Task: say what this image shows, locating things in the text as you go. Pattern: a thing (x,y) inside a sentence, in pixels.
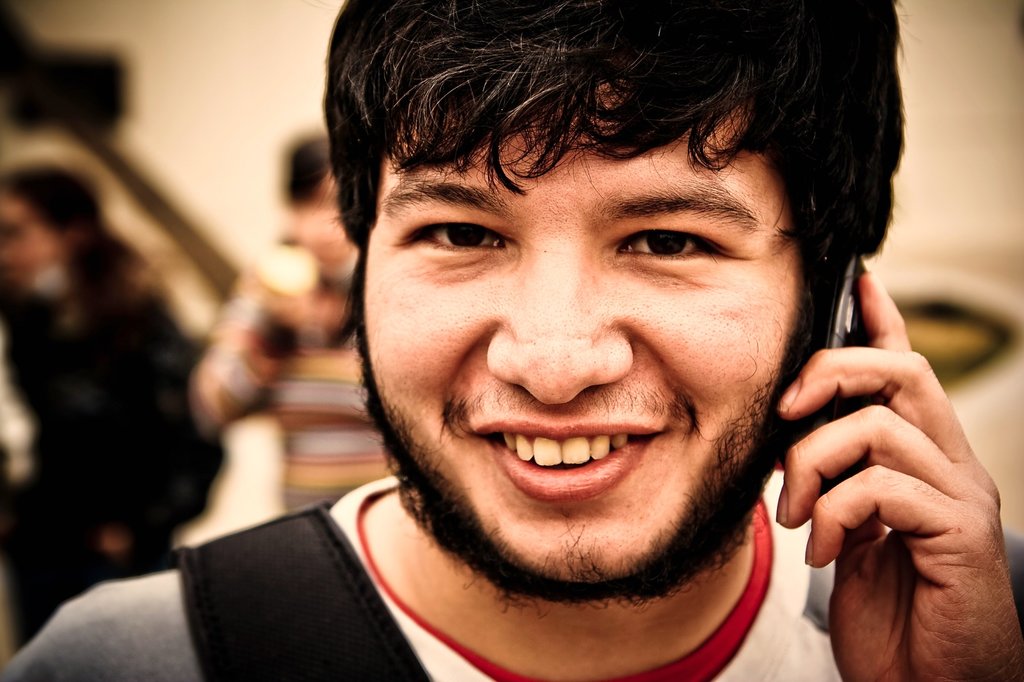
In this picture there is a man (611,465) smiling and holding a mobile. In the background of the image (247,166) it is blurry.
